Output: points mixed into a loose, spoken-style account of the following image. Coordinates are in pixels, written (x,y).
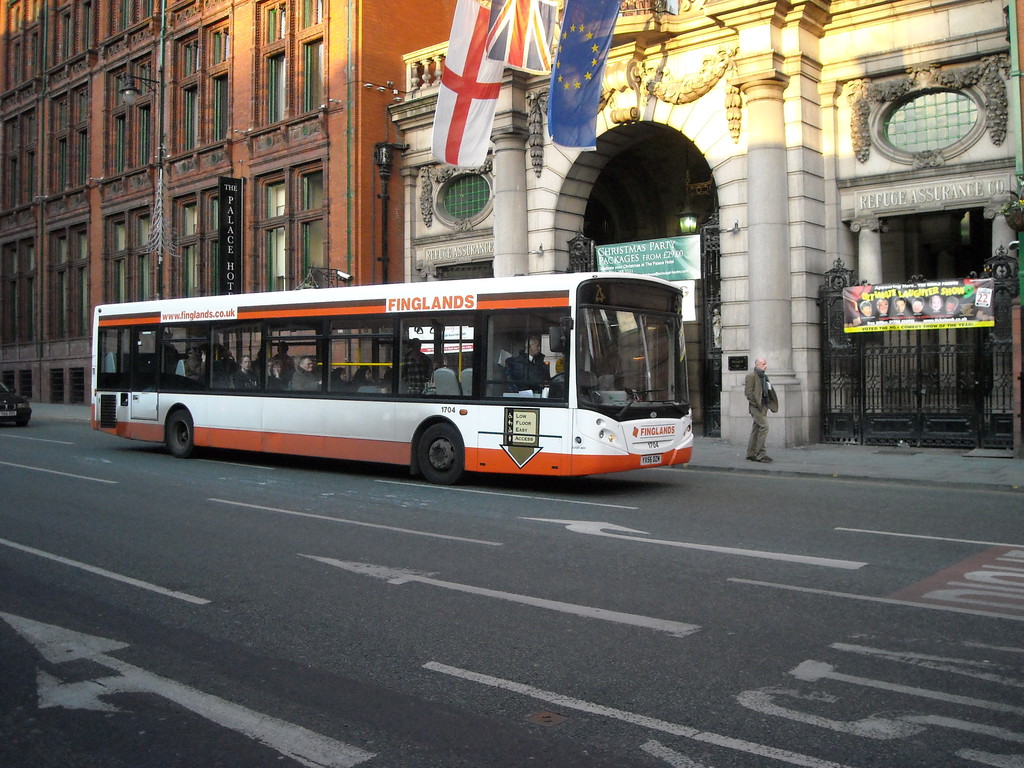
In this image I can see the vehicles (473,453) on the road (314,510). To the side of the road (274,538) I can see the person (757,413), metal gate (828,392) and the buildings (311,211) with boards (620,254) and the flags (489,60).
